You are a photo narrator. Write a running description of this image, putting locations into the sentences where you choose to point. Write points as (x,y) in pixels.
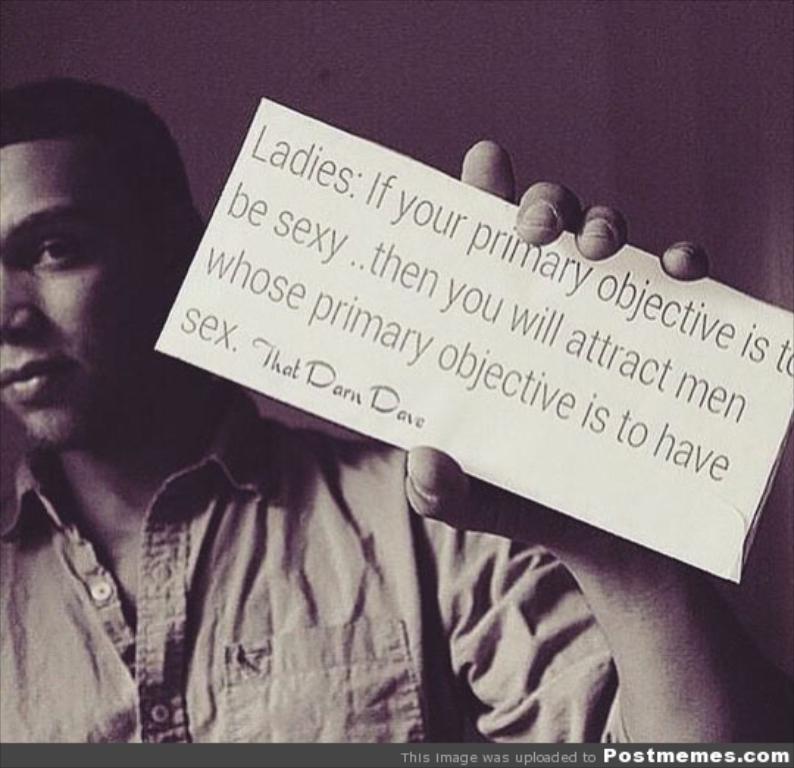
In this picture I can observe a man (342,572) holding a white color paper (436,371) in his hand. I can observe some text (447,307) in this paper (461,272). This is a black and white image. On the bottom right side (668,758) I can observe some text (595,751) in this picture.
